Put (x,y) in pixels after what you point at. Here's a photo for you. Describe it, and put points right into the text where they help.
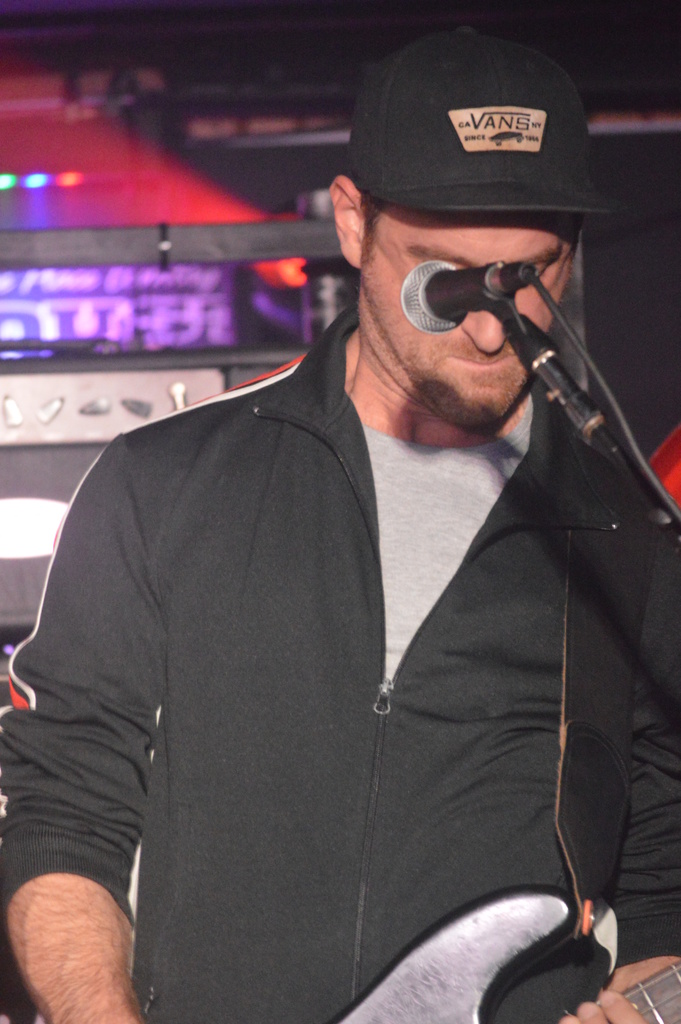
Here a man (384,690) is playing guitar (530,933) behind microphone (443,329).
